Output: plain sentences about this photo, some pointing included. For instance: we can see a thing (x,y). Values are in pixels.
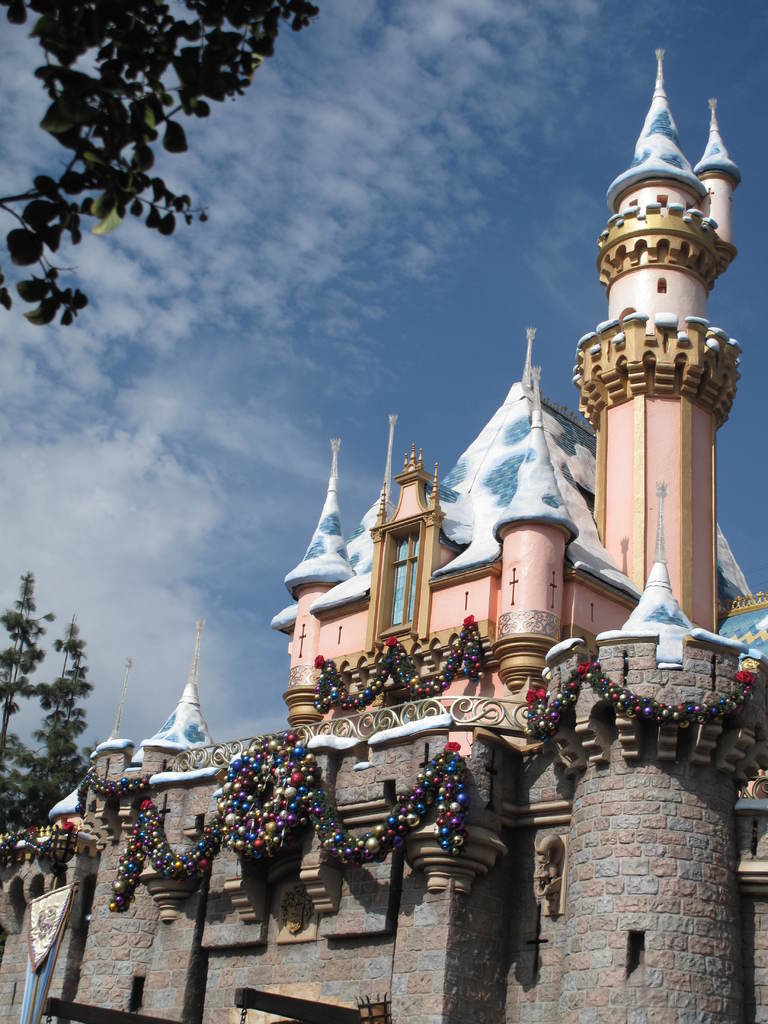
In this picture we can see building (191,1002), decorative items (315,795) and leaves (15,244). In the background of the image (207,520) we can see sky (7,601) with clouds (178,484). In the top left side of the image (76,240) we can see leaves (24,235).
